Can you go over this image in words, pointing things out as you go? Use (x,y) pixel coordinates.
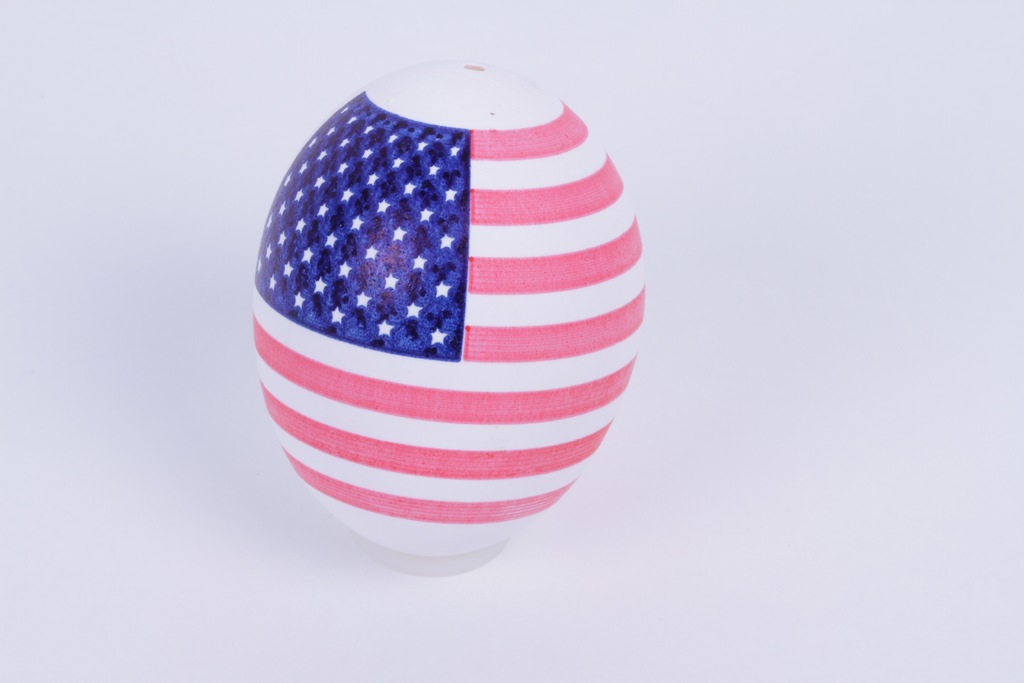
In this picture we can observe an oval shaped object (329,385) on which there are pink and white color stripes (515,409). We can observe blue color paint (320,233) with white color stars (359,298) on it. The background is in white color.
